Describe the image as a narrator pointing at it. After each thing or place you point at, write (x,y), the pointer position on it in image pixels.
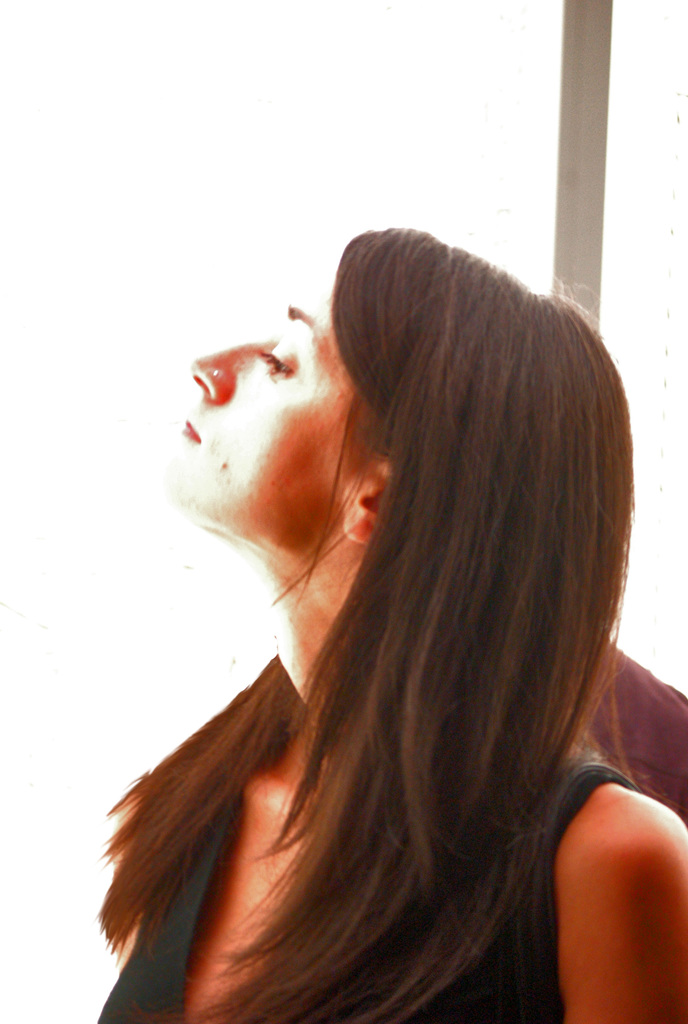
In the middle of this image (450,487), there is a woman (429,388) in a dress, watching something. Beside her, there is a pole (586,249). And the background (37,129) is white in color.
